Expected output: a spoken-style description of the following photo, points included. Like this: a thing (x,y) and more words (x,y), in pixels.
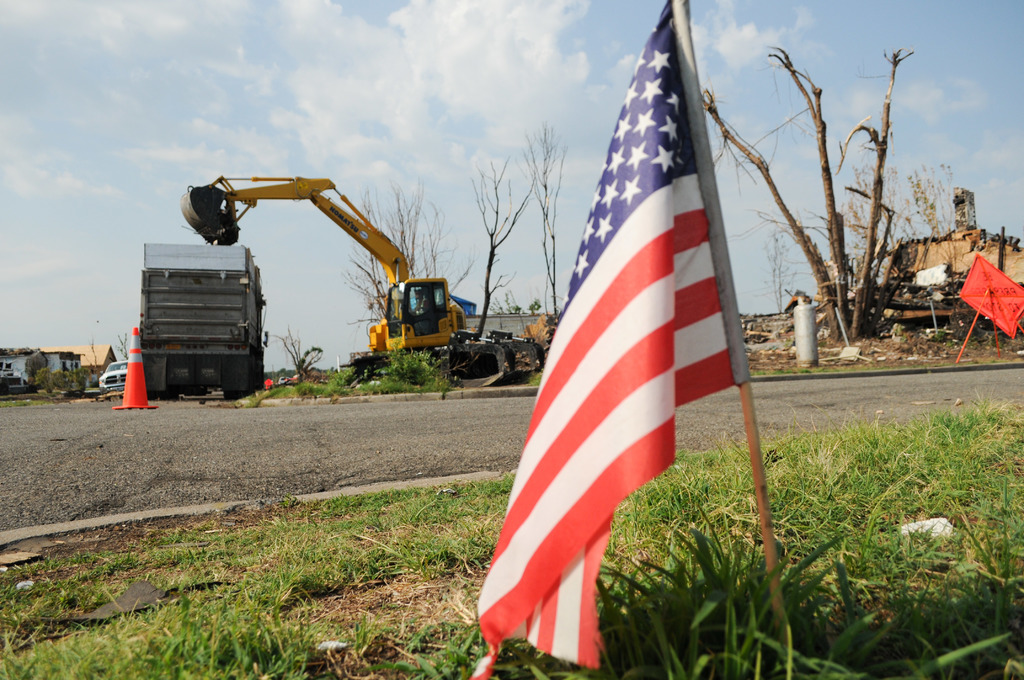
This image consists of a flag (618,456). At the bottom (628,612), we can see the grass (636,581) on the ground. In the middle (432,433), there is a road (466,460). In the background (229,195), we can see a bulldozer (368,355) along with a car (103,382). And there are trees (859,295). At the top (479,98), there are clouds (398,101) in the sky (94,104).
